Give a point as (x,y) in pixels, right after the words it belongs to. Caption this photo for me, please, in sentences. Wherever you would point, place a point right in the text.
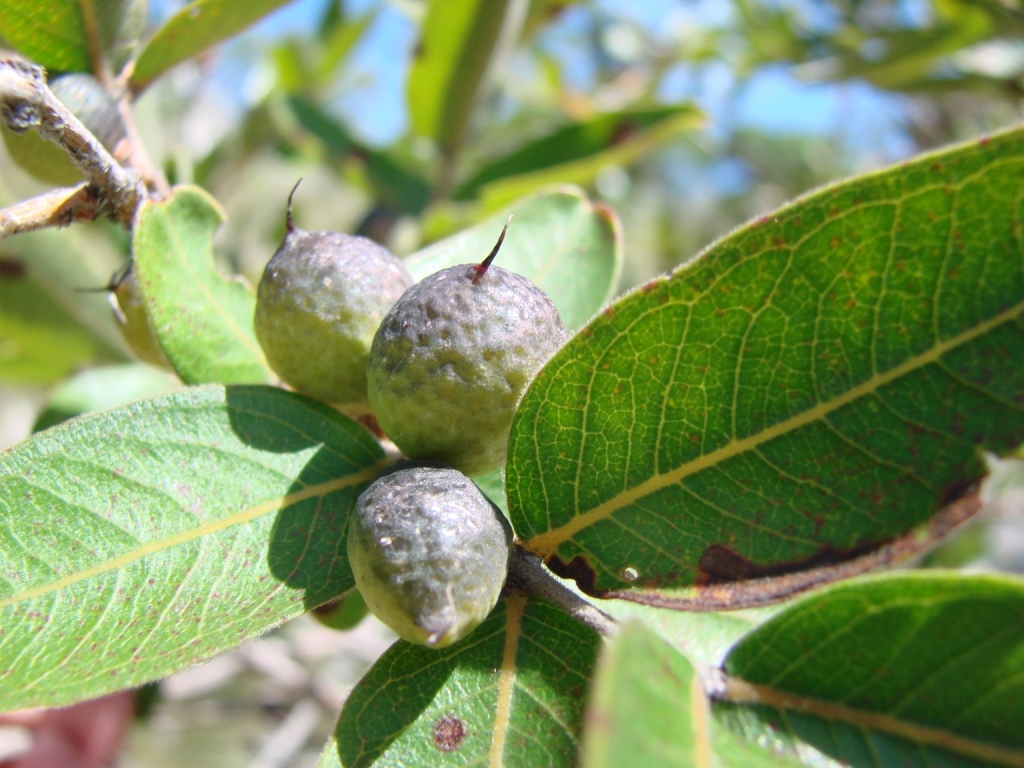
In this picture we can observe fruits (416,419). There are green color leaves (334,486). The fruits (454,432) are in grey color. In the background (385,91) there is a sky (377,77).
